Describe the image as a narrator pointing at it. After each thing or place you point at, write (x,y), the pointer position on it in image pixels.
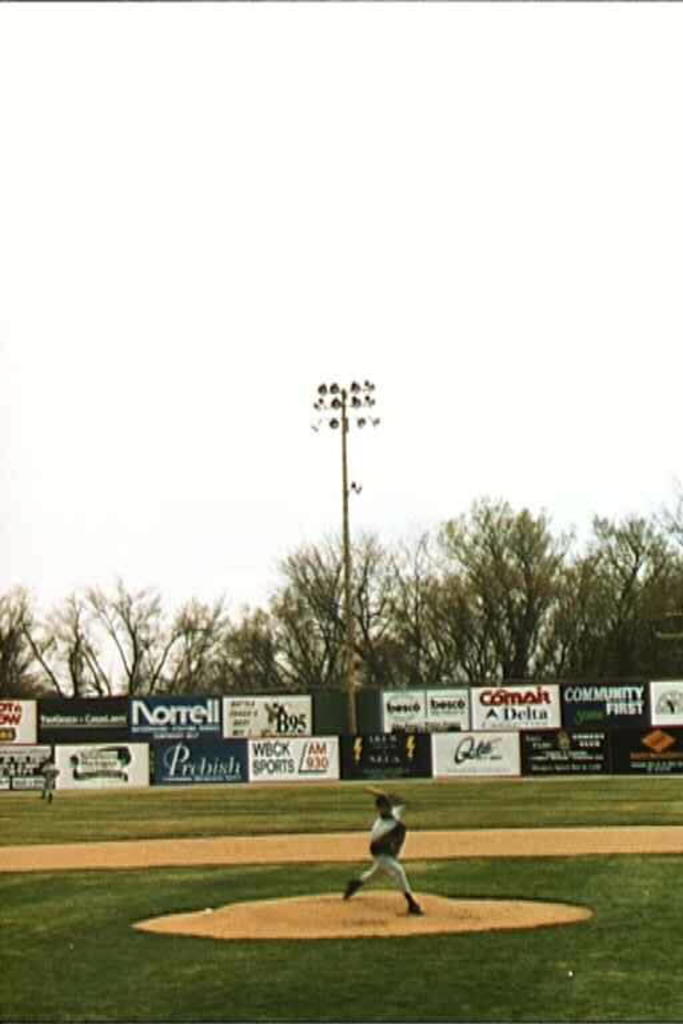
In this image we can see players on the ground (323,860). In the background (610,618) we can see advertisements (81,724), lights (337,421), trees (610,618) and sky (365,270).
